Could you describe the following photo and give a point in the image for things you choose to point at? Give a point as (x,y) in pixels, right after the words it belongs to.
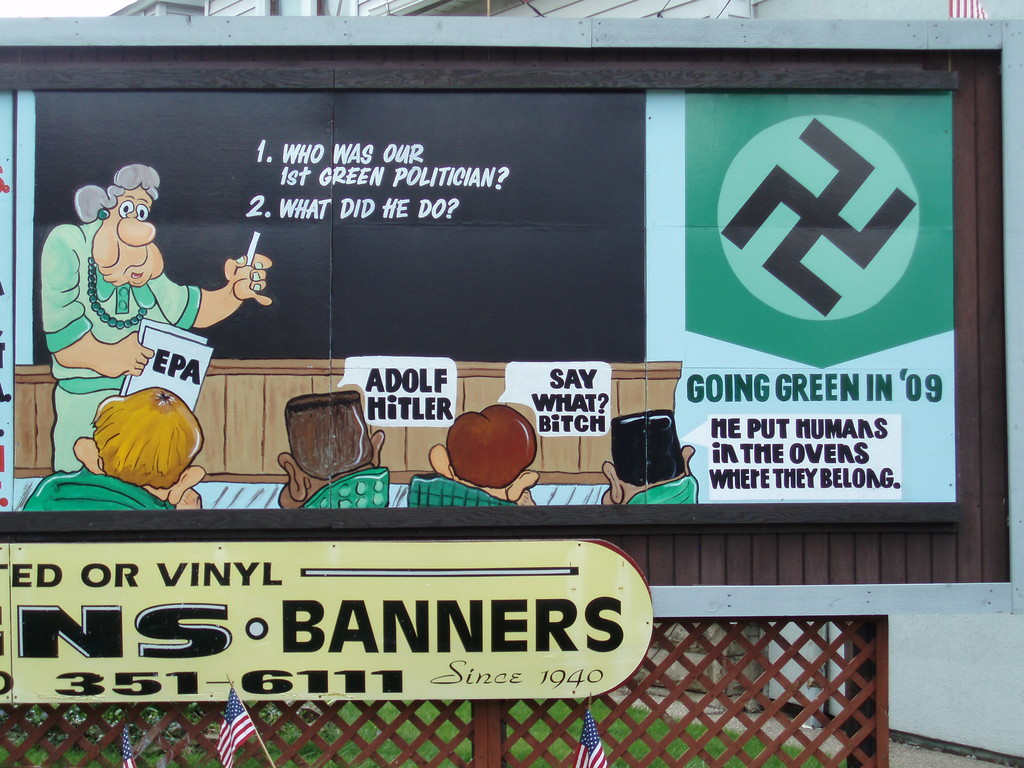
In this picture there is a poster (598,165) in the center of the image (586,427) and there are flags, greenery (720,744), and net boundary (603,703) at the bottom side of the image (487,721), there is a building (675,11) at the top side of the image (839,13).
